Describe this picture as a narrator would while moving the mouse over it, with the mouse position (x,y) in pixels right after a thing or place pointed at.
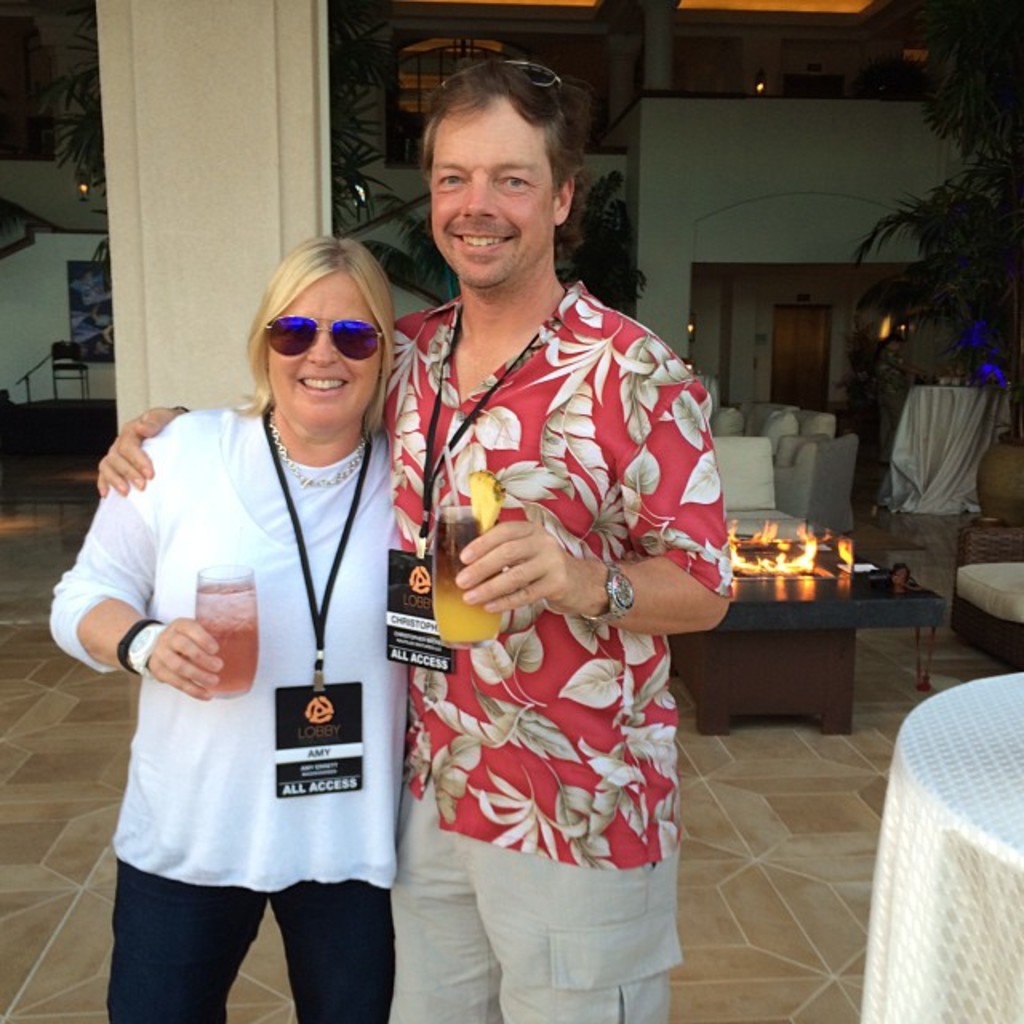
In this picture there is a man (606,416) and woman (255,485) standing and holding glasses (230,623) in their hand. They are smiling and wearing identity card (402,592) around their neck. In the image there are couches (756,441), tables (911,439) and chairs (67,367). On one of the table (813,582) there is fire (797,561). In the background (806,359) there are doors (795,353), wall (638,126), pillars (656,69) and plants (969,226).
